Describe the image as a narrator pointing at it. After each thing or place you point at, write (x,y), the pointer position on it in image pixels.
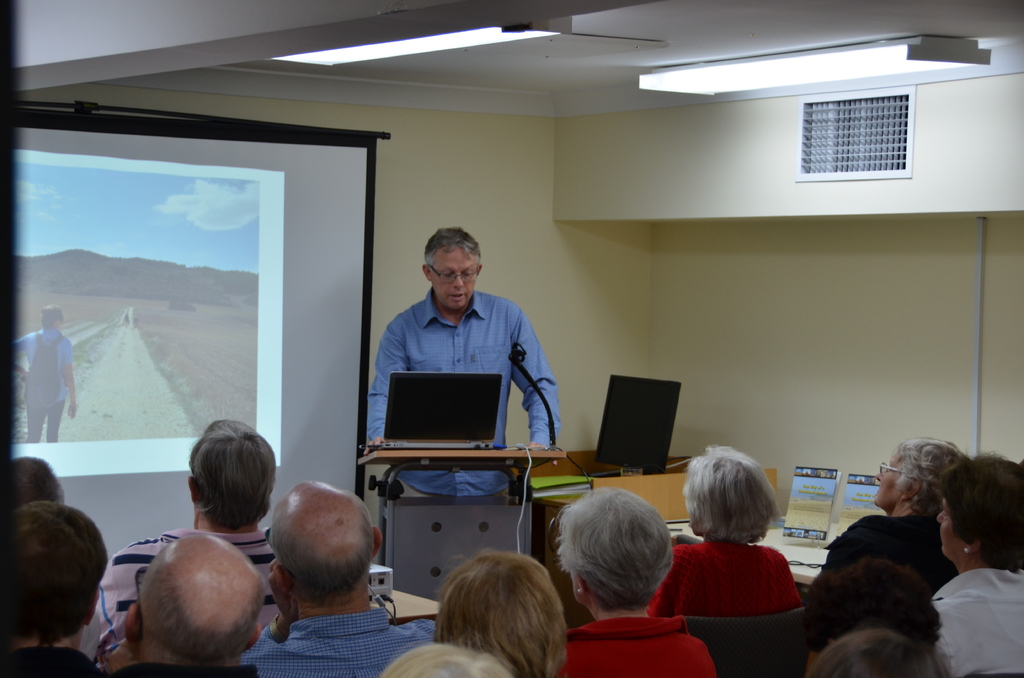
In the picture I can see people (499,572) among them one person (447,363) is standing and others (344,609) are sitting. Here I can see a projector screen (169,299) on which I can see a person (73,386), the sky (186,246), mountains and some other things (120,365) are displaying on it. On the right side (683,490) I can see a table (544,465) which has a laptop (434,431) and some other objects (613,435) on it. In the background (588,442) I can see lights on the ceiling (684,36), walls (572,267) and some other objects (535,478).
